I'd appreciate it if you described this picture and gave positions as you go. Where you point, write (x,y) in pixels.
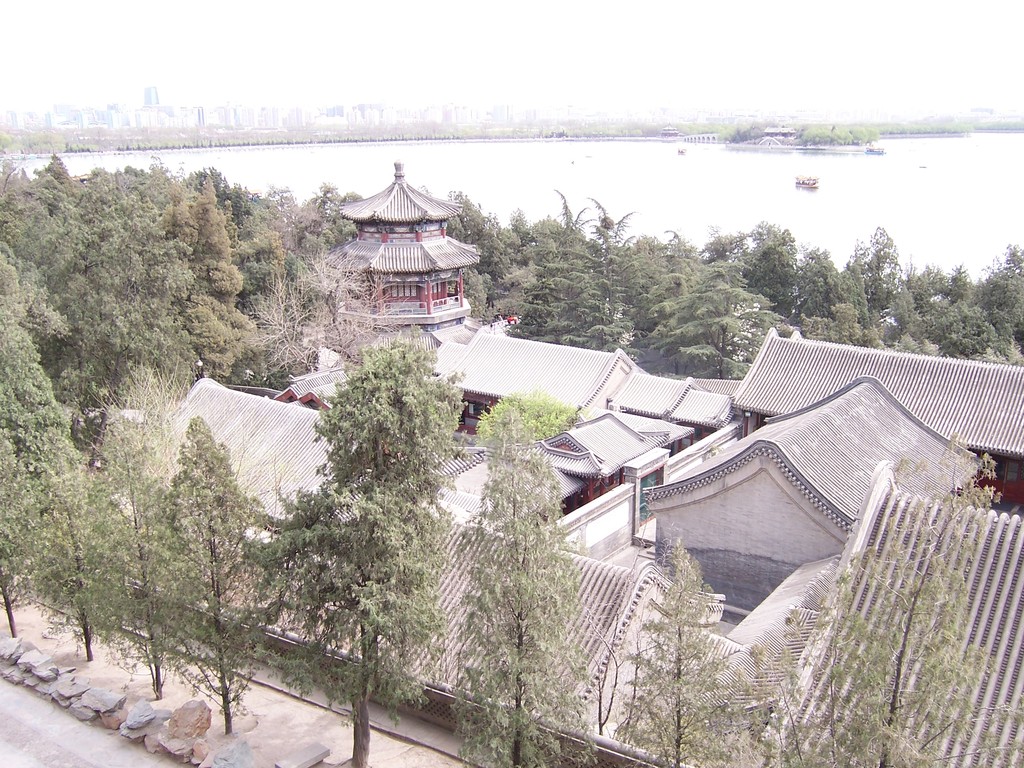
In this picture we can see so many buildings (607,525), trees (166,332) and back side, we can see so the lake (467,173).
